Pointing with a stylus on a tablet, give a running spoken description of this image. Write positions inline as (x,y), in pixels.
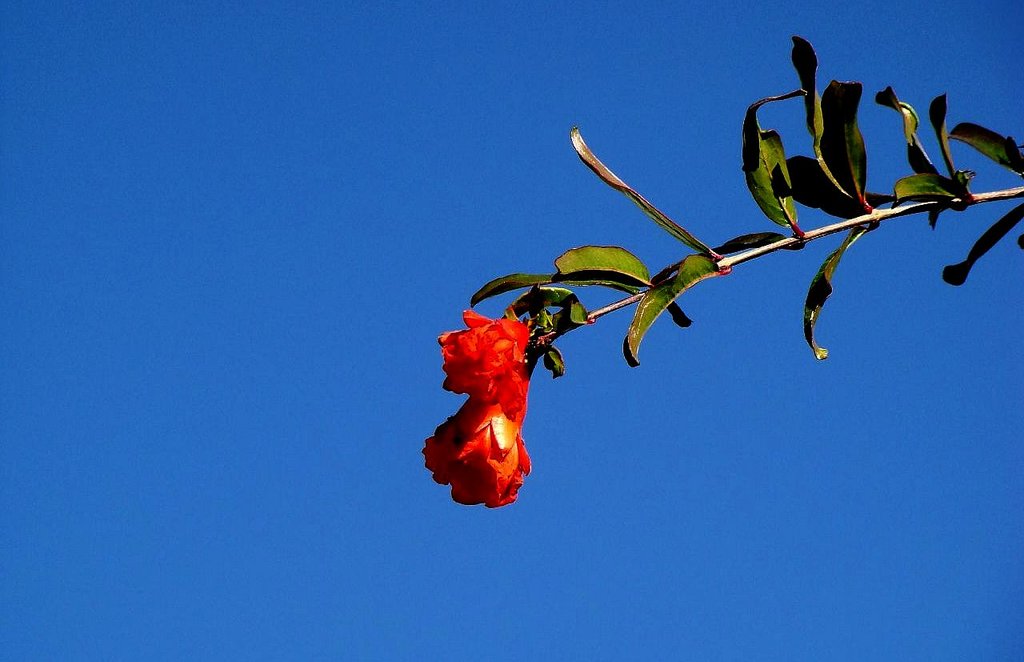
In this picture we can see red color flower (491,438) on this branch (796,240). On the right (835,196) we can see many leaves (766,197). In the background (338,310) we can see a sky (390,261).
